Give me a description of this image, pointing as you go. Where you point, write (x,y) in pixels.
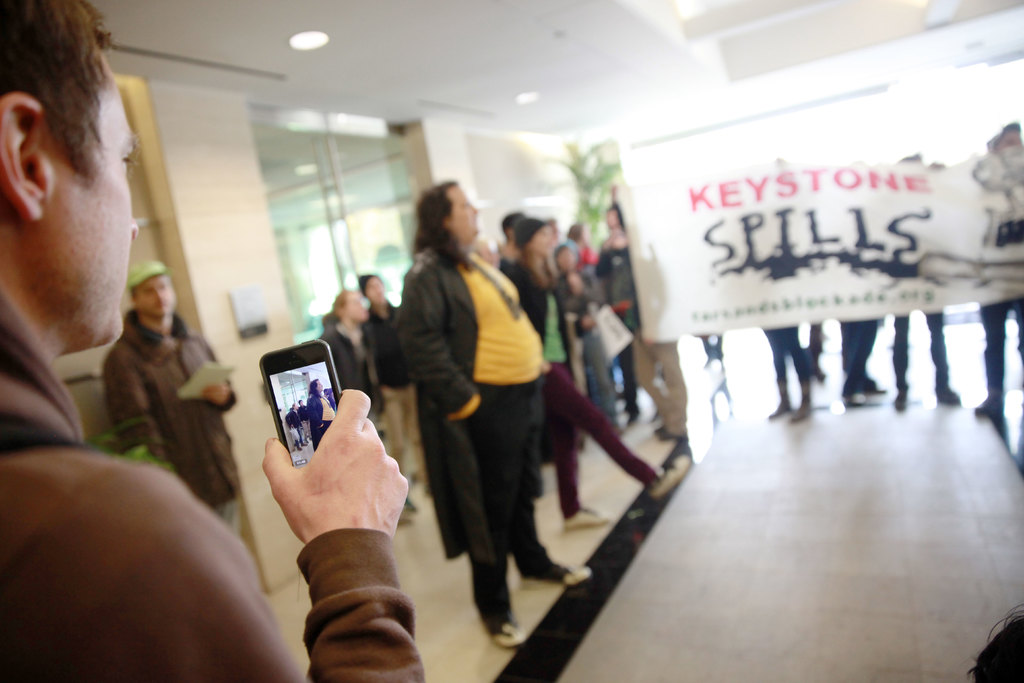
In this image we can see an inside of a building (757,333). There are many people (361,578) in the image. There are few people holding a banner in their hands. A person (301,530) is holding a mobile phone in his hand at the left side of the image (315,575). A person (170,415) is holding a book (190,387) in his hand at the left side of the image (201,380). There are few lights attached to the roof (432,111) in the image.
